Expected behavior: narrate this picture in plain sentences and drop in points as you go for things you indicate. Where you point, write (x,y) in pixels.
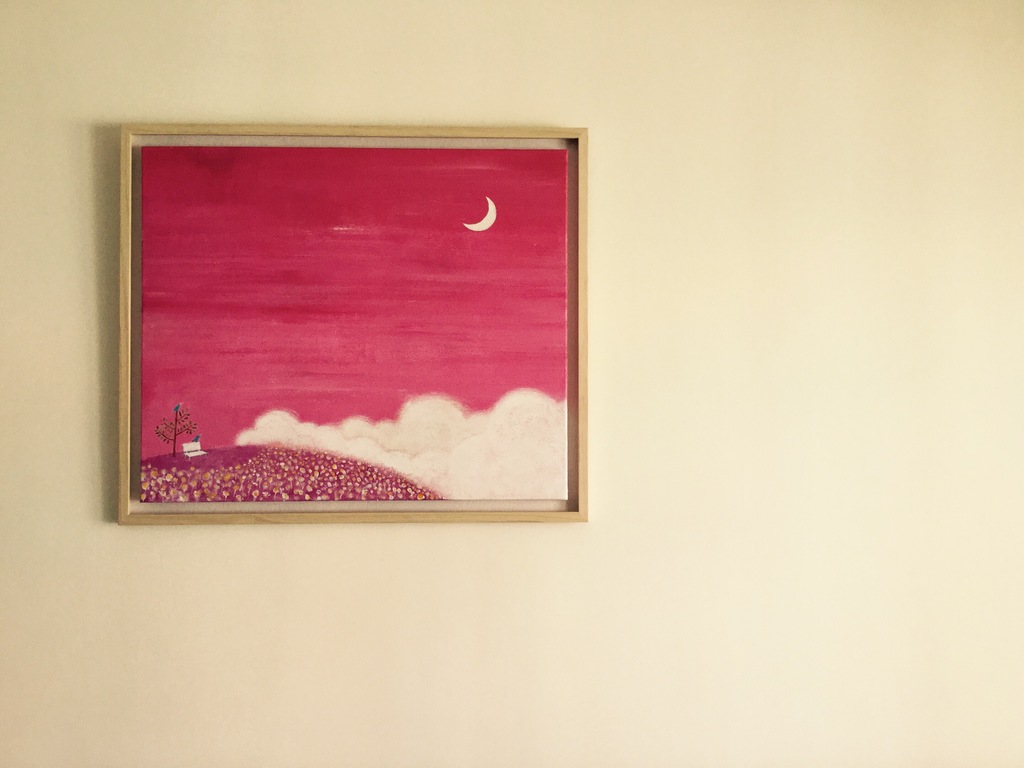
This is a photo frame (429,414), which is attached to the wall (629,309). This looks like a painting (238,344).
